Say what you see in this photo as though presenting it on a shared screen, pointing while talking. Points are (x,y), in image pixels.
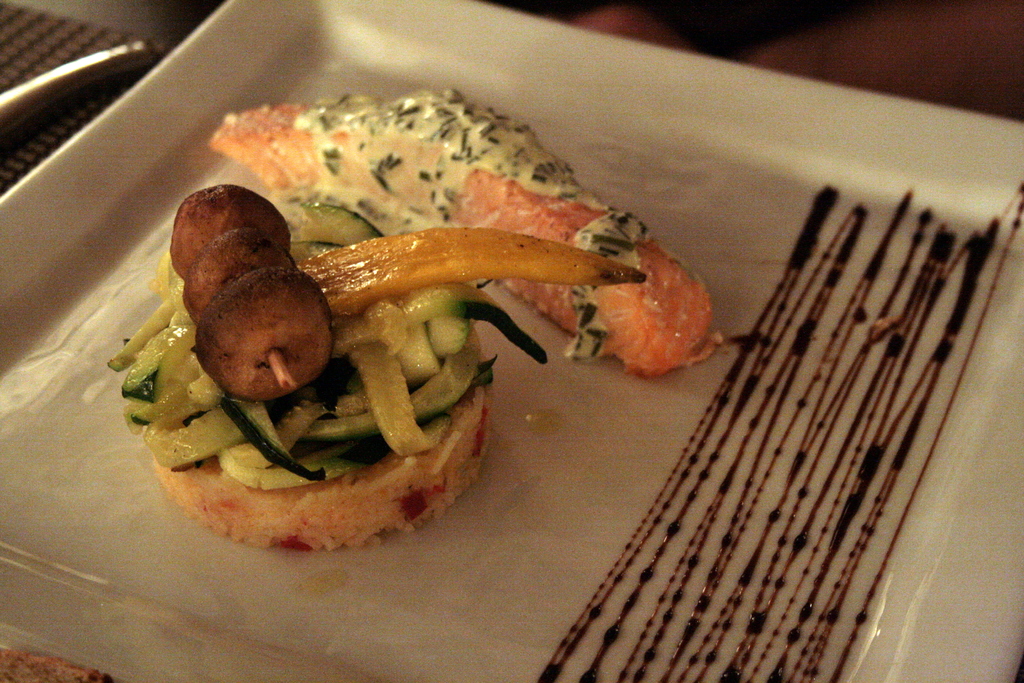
In this image there is a table (147,20) with a napkin (47,32) and a plate (776,242) with a food item (416,248) on it.
